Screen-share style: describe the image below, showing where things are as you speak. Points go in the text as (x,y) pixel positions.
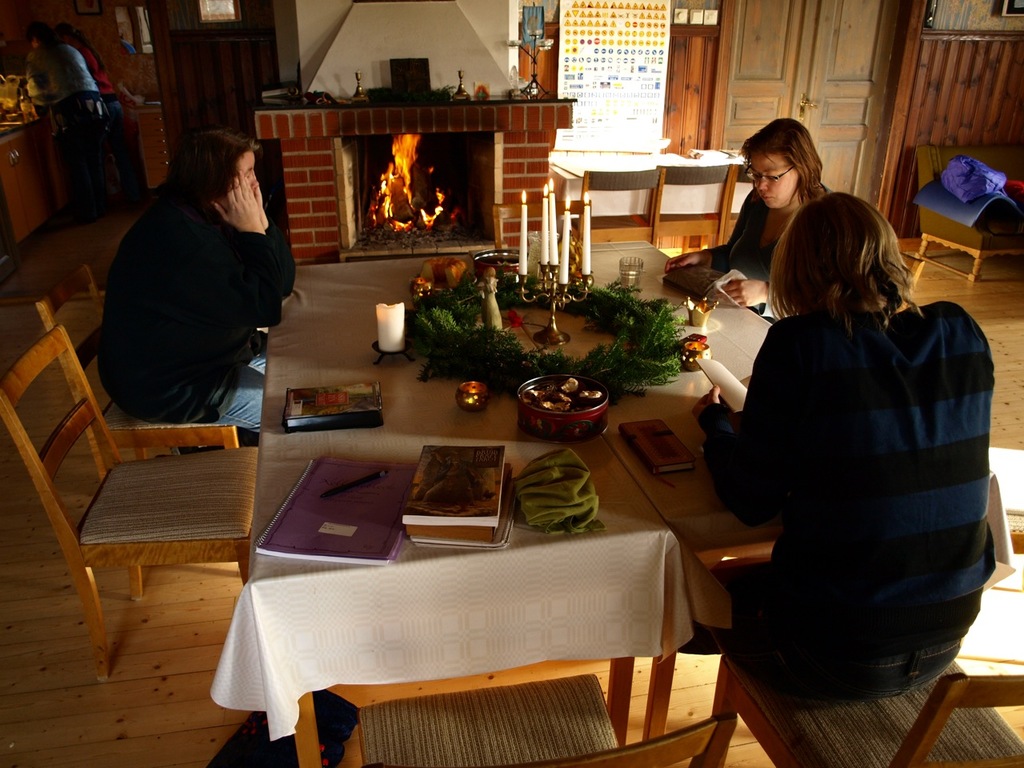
In this picture we can see three persons (761,661) are sitting on the chairs (166,510). This is table (620,535). On the table (509,571) there are books (432,510), bowl (544,412), and candles (544,231). This is floor (1012,314) and there is a door (834,65). Here we can see a flame (409,180).
